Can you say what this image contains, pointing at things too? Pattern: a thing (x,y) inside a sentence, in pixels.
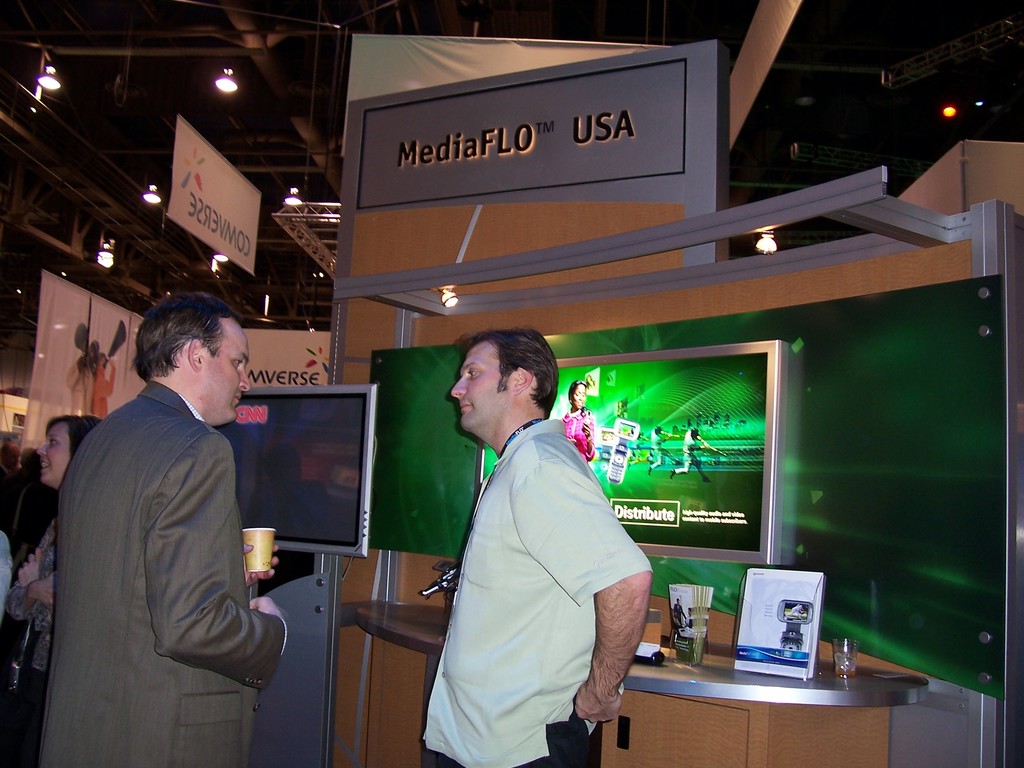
In this image in the foreground (266,526) there are two persons (177,605) standing, and one person (269,575) is holding a cup (268,543). In the background (260,515) there are televisions (741,494) and some persons (56,561) are standing and some boards (256,343), on the boards (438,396) there is text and at the bottom (870,687) there is one table (822,664). On the table (882,681) there is a glass (856,648), photo frame (752,624) and some objects (698,604) and at the top (81,163) there is ceiling (181,84) and some lights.
